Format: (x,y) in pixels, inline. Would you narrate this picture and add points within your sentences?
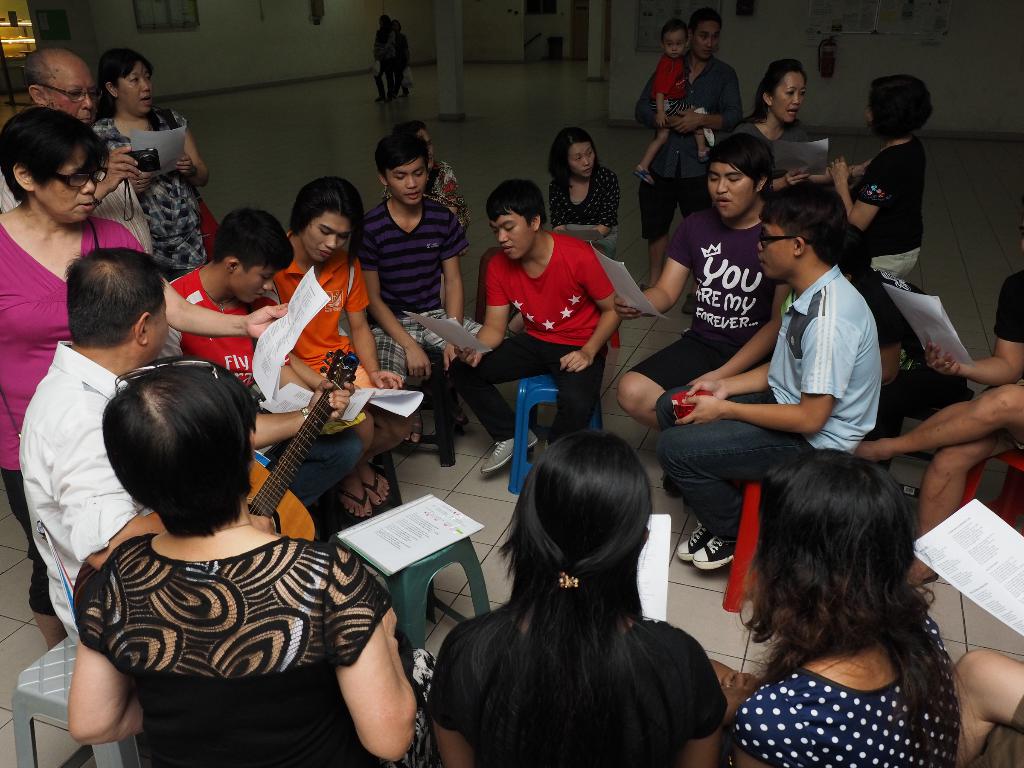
There are few people (583,456) sitting on the chair (447,415) and looking at the paper (458,342) which they are holding in their hands (471,349). On the left (70,400) a person (261,427) is holding guitar (282,471) in his hand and in the background (111,166) there are few people (150,106), in them a person (130,181) is capturing pics and a person (679,115) is holding kid (674,68) in his hand (679,115).
